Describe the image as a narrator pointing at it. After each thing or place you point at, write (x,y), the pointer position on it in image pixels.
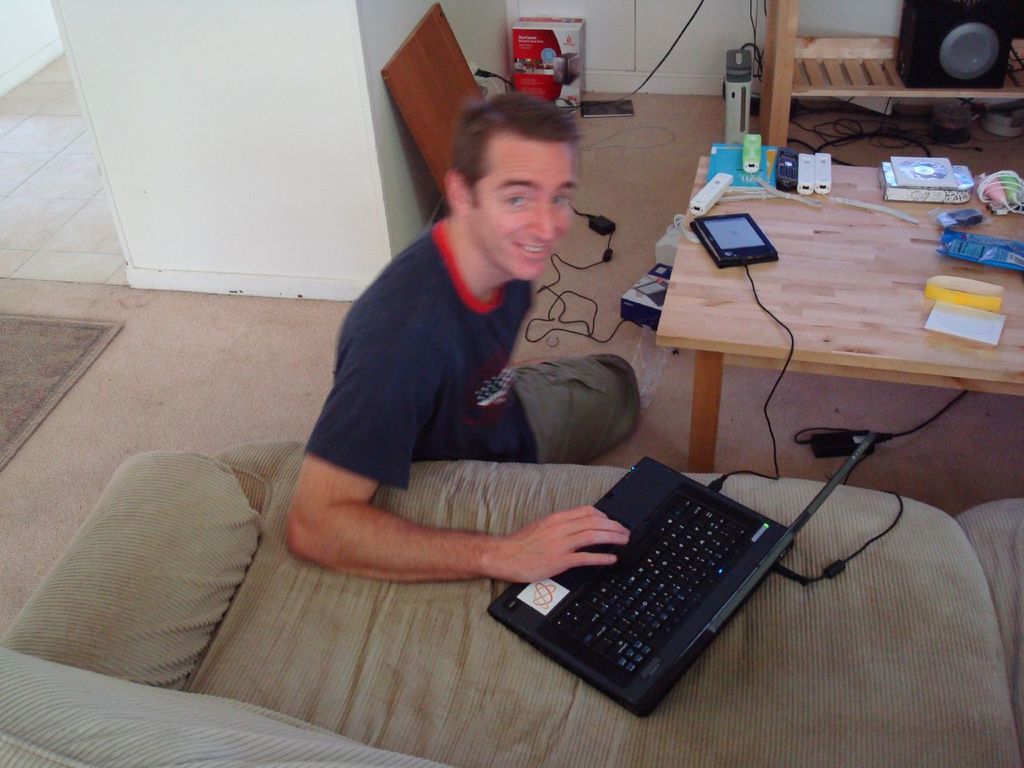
This is the picture inside of the room (409,164). There is a person (390,380) sitting on the floor (527,318). There is a iPad (750,244), rope (1022,205), devices (751,166) on the table (791,272). At the back (981,44) there is a speaker (914,42). At the bottom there is are wires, boxes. At there is a laptop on the sofa (859,563).
